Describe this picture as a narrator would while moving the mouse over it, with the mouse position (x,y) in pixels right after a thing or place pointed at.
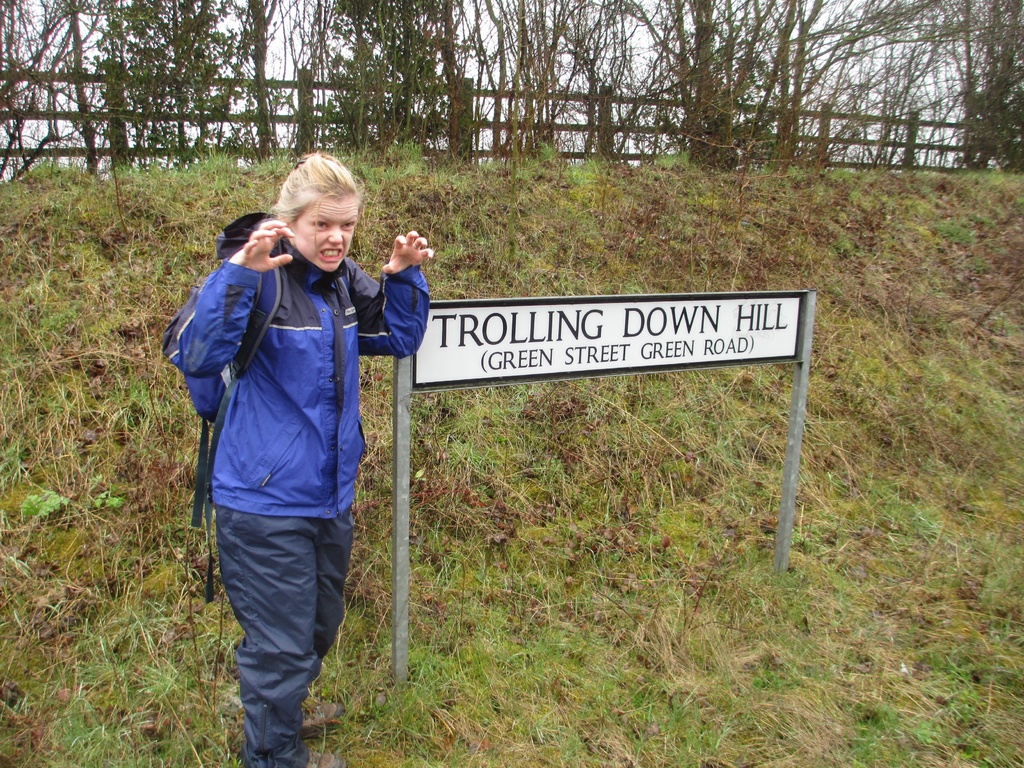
There is a girl (330,395) wearing jacket (286,432) and a bag (271,317) is standing. Near to her there is a board (485,372) with poles (397,427). And something is written on the board (615,334). On the ground (572,229) there is grass (547,196). In the back (233,113) there is a fencing (153,115). Also there are trees (260,28) and sky (476,29).
